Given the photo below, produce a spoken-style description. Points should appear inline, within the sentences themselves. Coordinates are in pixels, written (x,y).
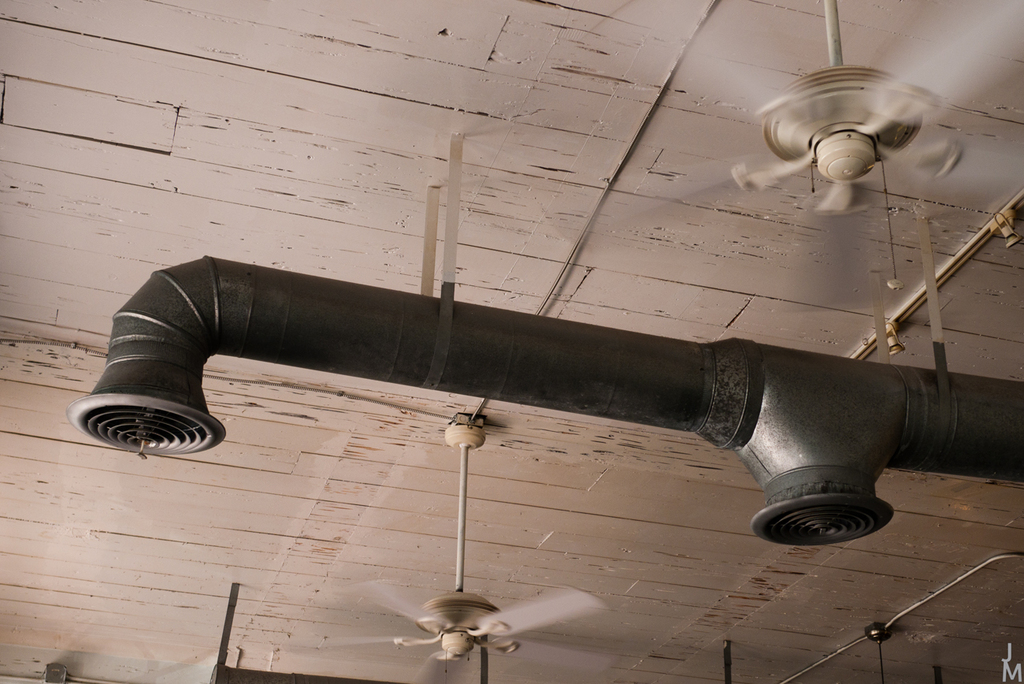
In this image in the front (204,318) there is a pipe (662,424) and there are fans (839,143) on the top (835,158).
